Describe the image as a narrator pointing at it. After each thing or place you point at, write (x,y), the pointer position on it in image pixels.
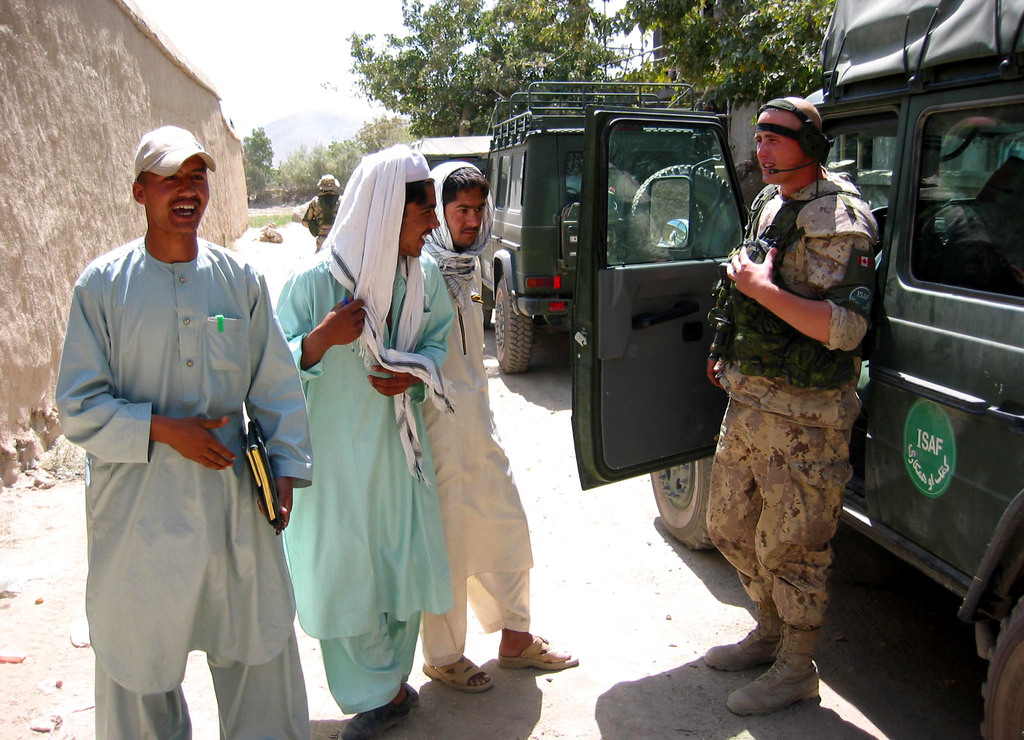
In this image we can see some persons (465,211), vehicles (689,266) and other objects (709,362). In the background of the image (342,54) there are trees (484,109) and the sky (224,11). On the left side of the image (45,65) there is a wall (26,100). At the bottom of the image (717,706) there is the ground (651,693).
